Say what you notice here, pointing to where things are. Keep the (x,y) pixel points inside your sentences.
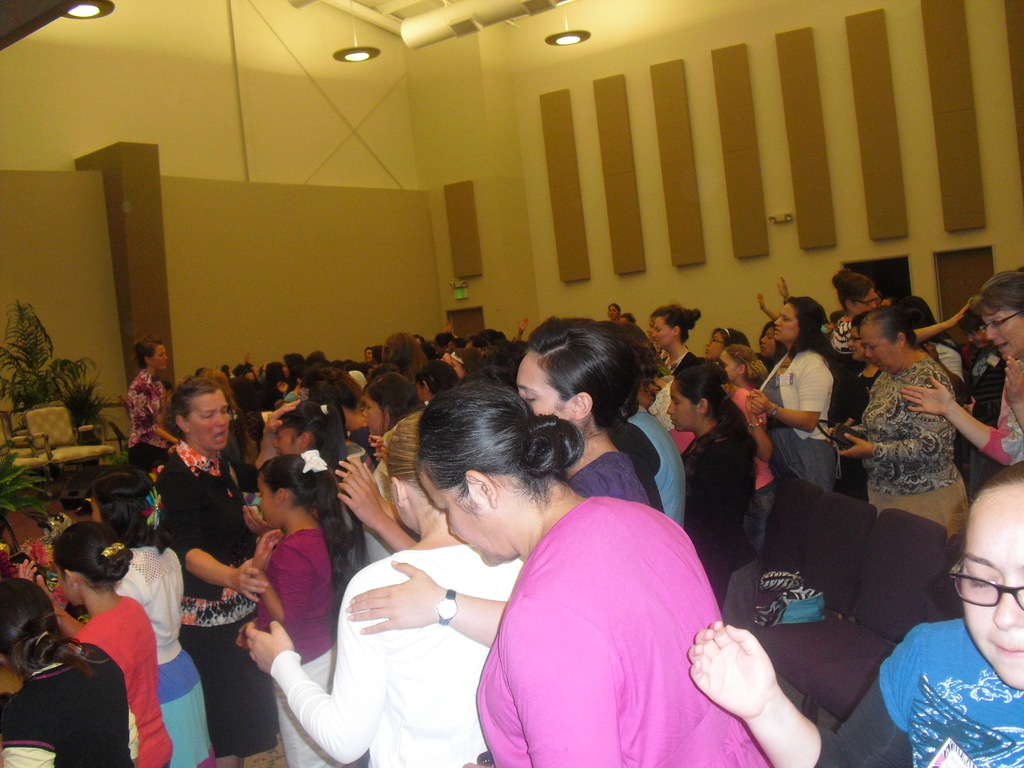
In the center of the image (398,370) there are many people (518,695) standing. In the background of the image (475,94) there is wall (253,245). To the left side of the image (14,344) there is a plant (17,355).
